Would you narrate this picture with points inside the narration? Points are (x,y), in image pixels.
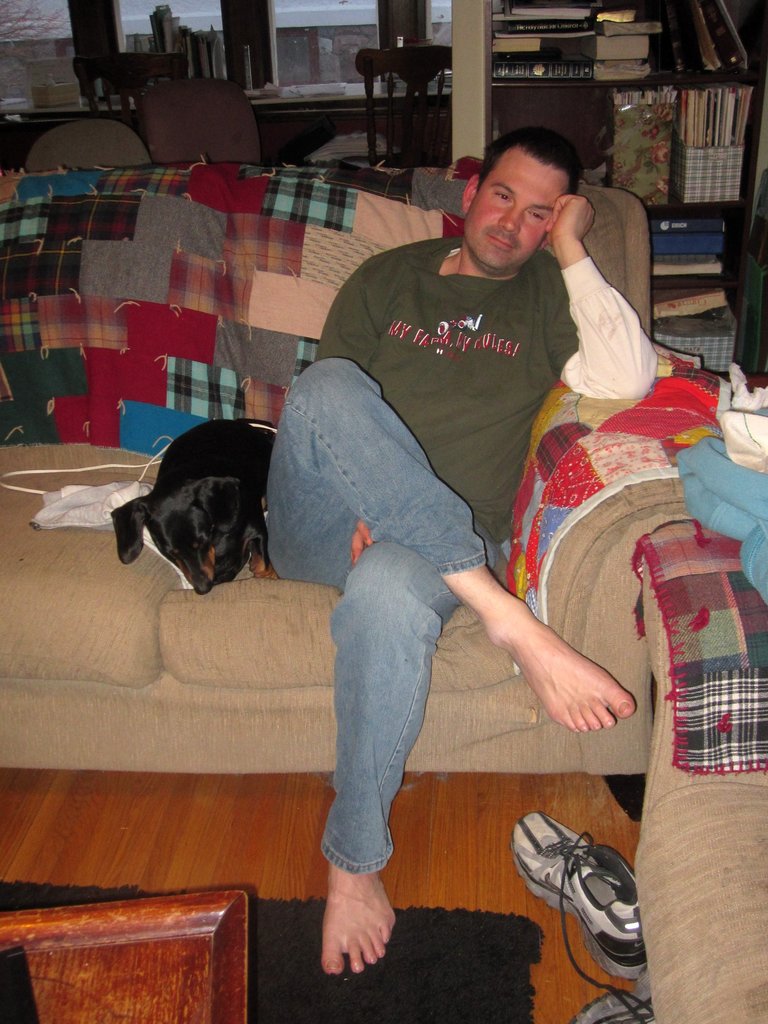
In this image we can see a person (297,553) and a dog (227,513) on a couch (68,620). On the couch (478,618) we can see the clothes (508,571). Behind the persons (385,316) we can see the chairs (136,142), table (376,100) and few objects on the racks (659,52). Through the glass (64,40) we can see the building (327,48), tree (52,31) and the sky (148,2). At the bottom (482,956) we can see the shoes (548,896), mat (422,947) and a wooden object (233,954).
